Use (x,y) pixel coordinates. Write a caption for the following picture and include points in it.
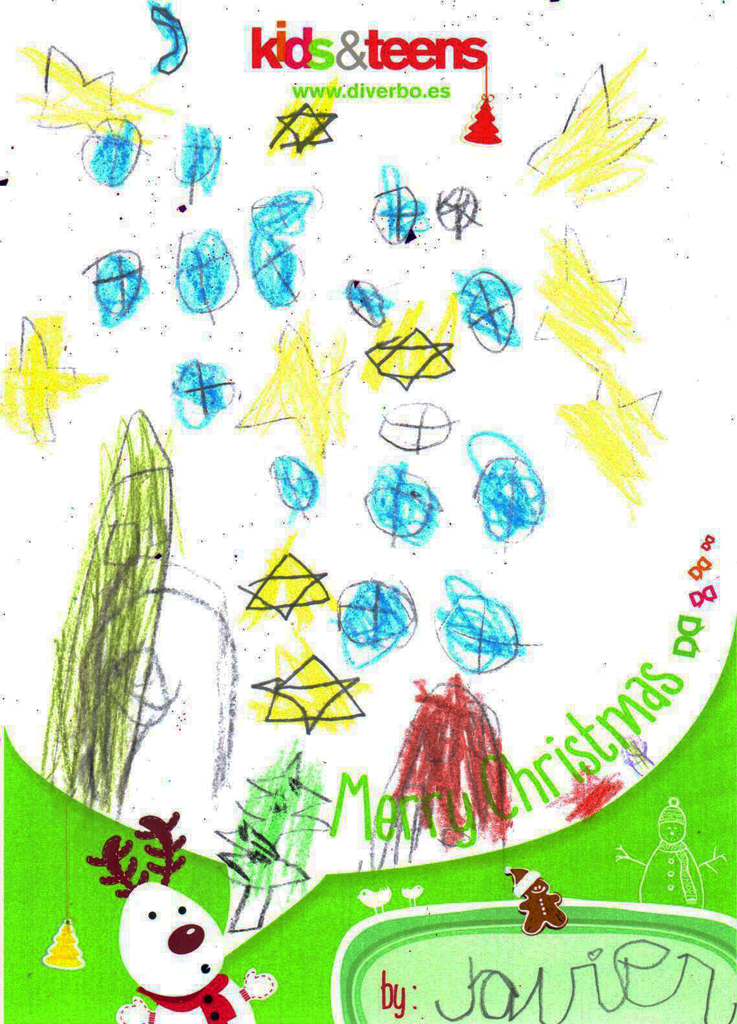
In this image, we can see a painting (281,518) and some text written on it.
